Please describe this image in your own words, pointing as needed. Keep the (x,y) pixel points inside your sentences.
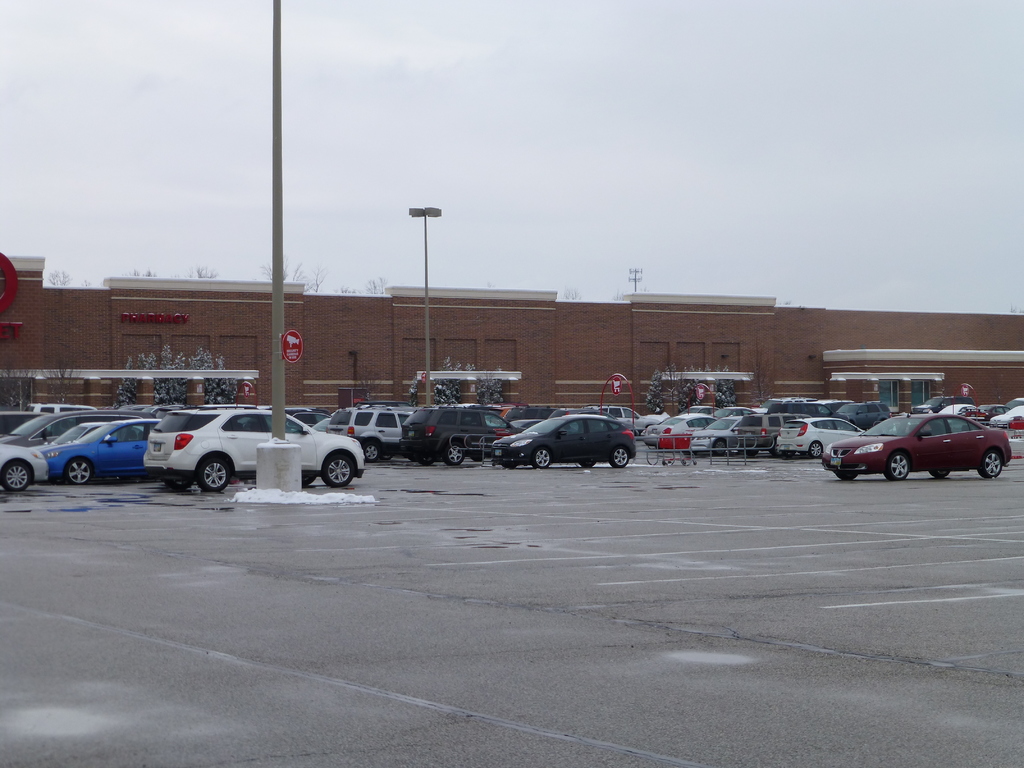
In this image, we can see so many vehicles (60,466) are parked on the road (611,488). There are few signboards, poles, trees (157,399), wall (583,361) we can see. Background (519,253) we can see the sky (544,193).
